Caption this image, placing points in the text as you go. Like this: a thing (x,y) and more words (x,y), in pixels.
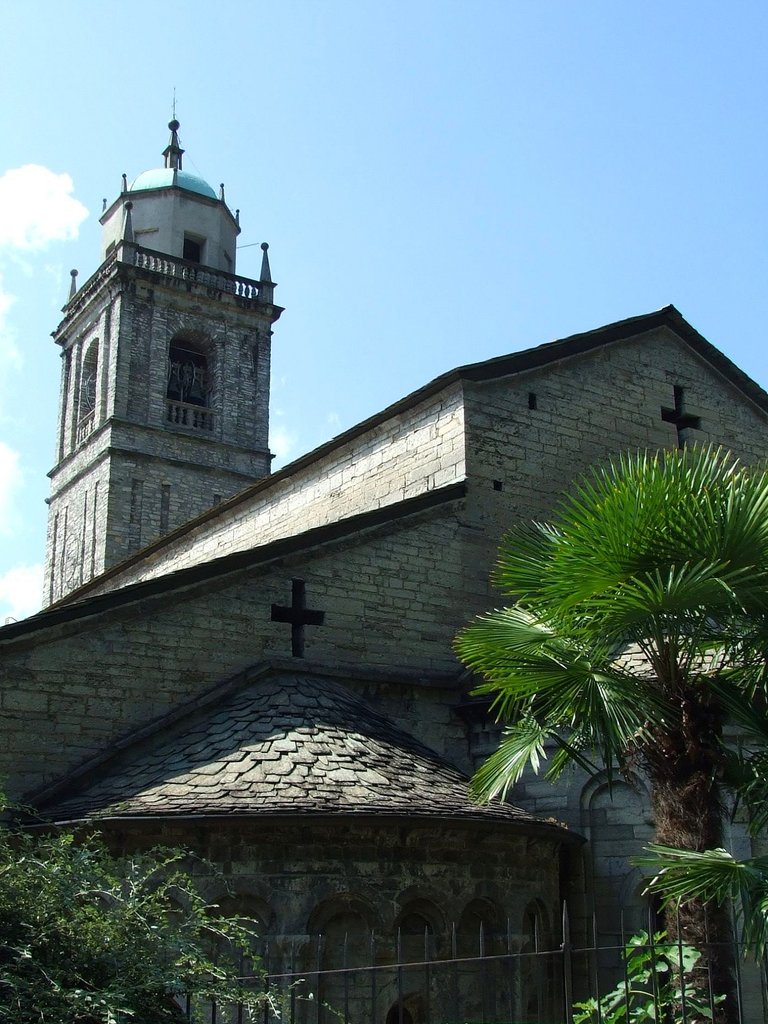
In this picture there is a building (450,467). In the foreground (650,692) there is a railing (422,992) and there are trees (621,720) behind the railing (413,964). At the top (708,126) there is sky (511,168) and there are clouds (10,463).
